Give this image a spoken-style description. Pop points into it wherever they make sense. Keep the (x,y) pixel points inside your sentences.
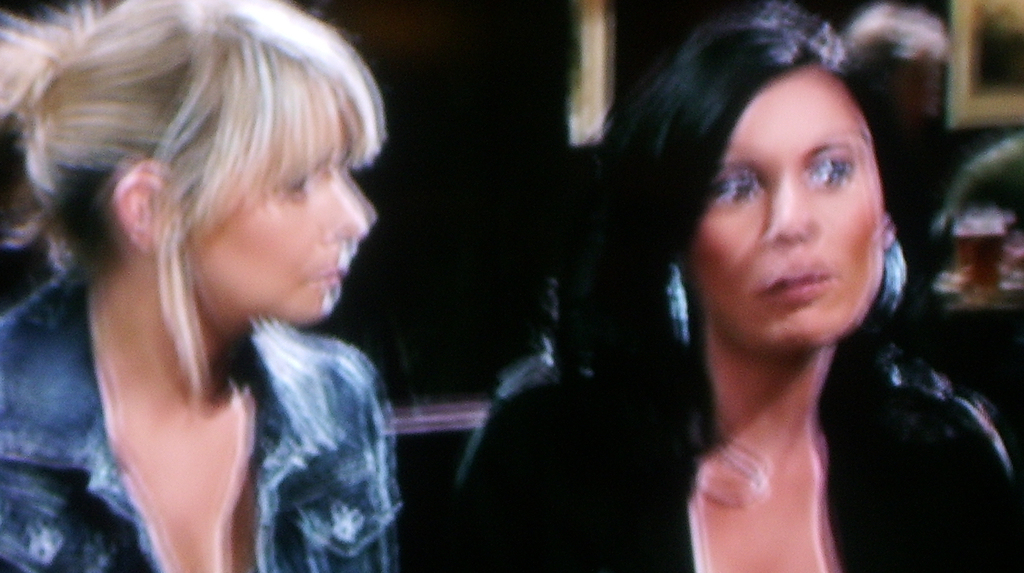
In this picture there are two ladies (251,291) in the image.
